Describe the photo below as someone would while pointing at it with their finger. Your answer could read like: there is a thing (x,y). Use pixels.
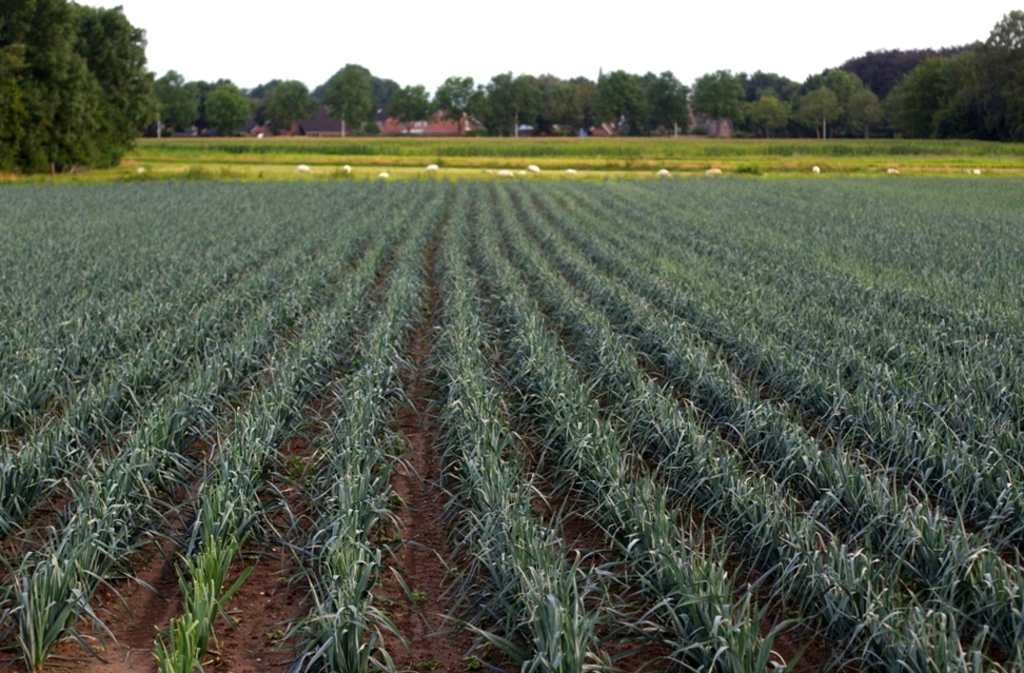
In this image there are few plants (447,198), trees (22,100), grass (490,145) and a sky (490,14).
